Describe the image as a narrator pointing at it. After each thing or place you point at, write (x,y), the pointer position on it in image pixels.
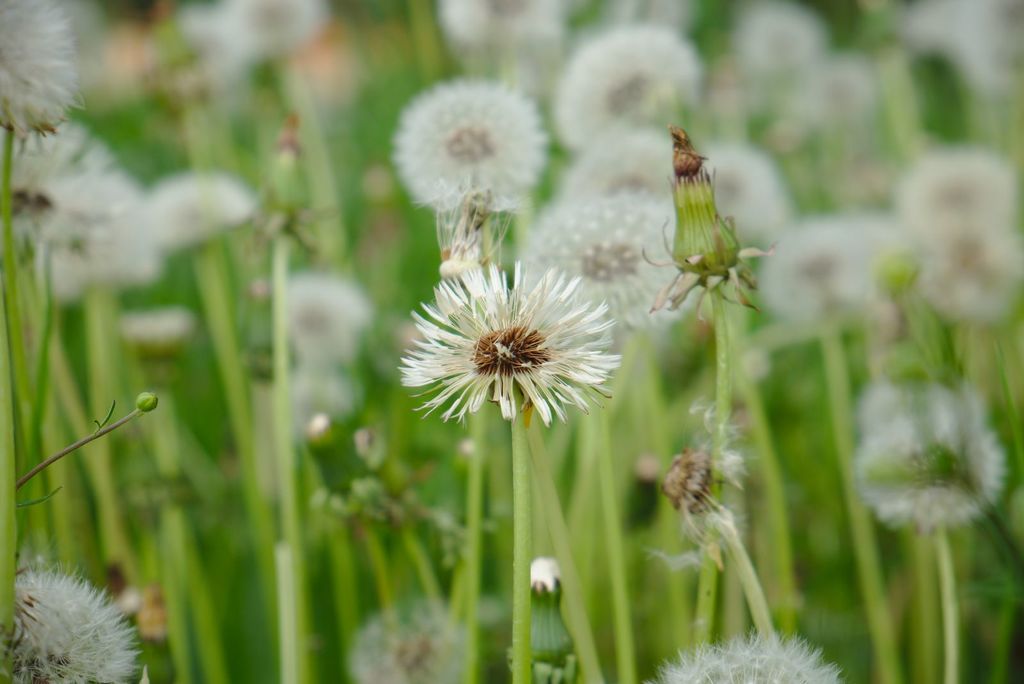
In this image we can see the plants (444,147).
